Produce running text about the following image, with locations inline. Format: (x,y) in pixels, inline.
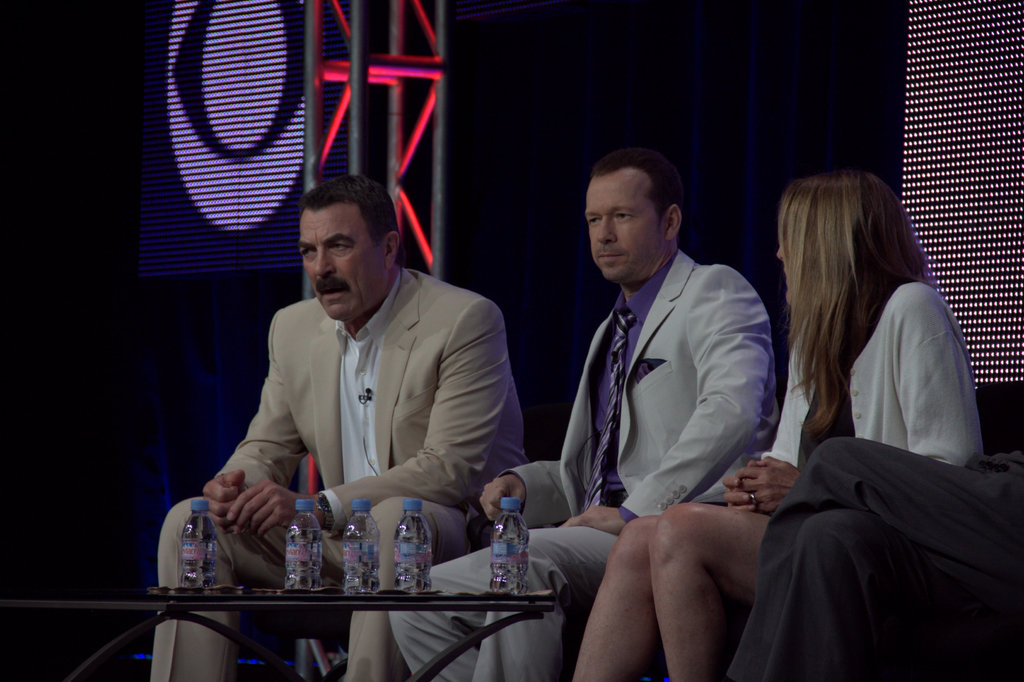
In this image I can see three persons (839,313) sitting. In front (218,584) I can see few bottles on the table (212,603). In the background (1005,326) I can see few lights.
